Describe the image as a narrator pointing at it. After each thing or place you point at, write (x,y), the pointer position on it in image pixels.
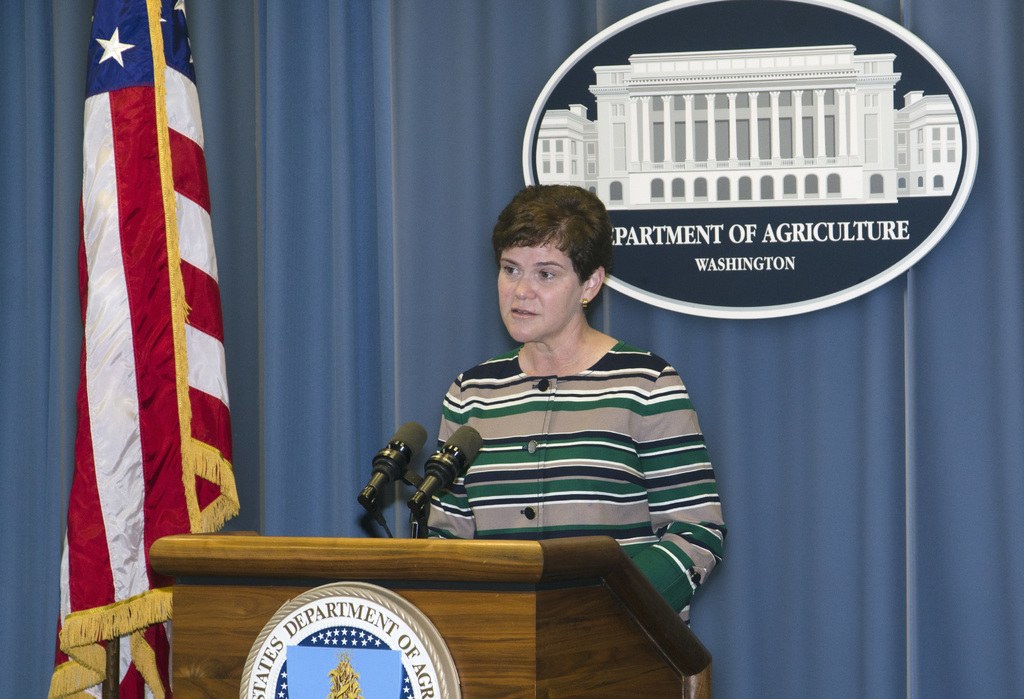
In this image I can see a person (624,375) standing behind the brown colored podium (532,598). On the podium (510,569) I can see two microphones (456,471). I can see a flag (173,357), the blue colored curtain (428,187) and the board (752,251).
